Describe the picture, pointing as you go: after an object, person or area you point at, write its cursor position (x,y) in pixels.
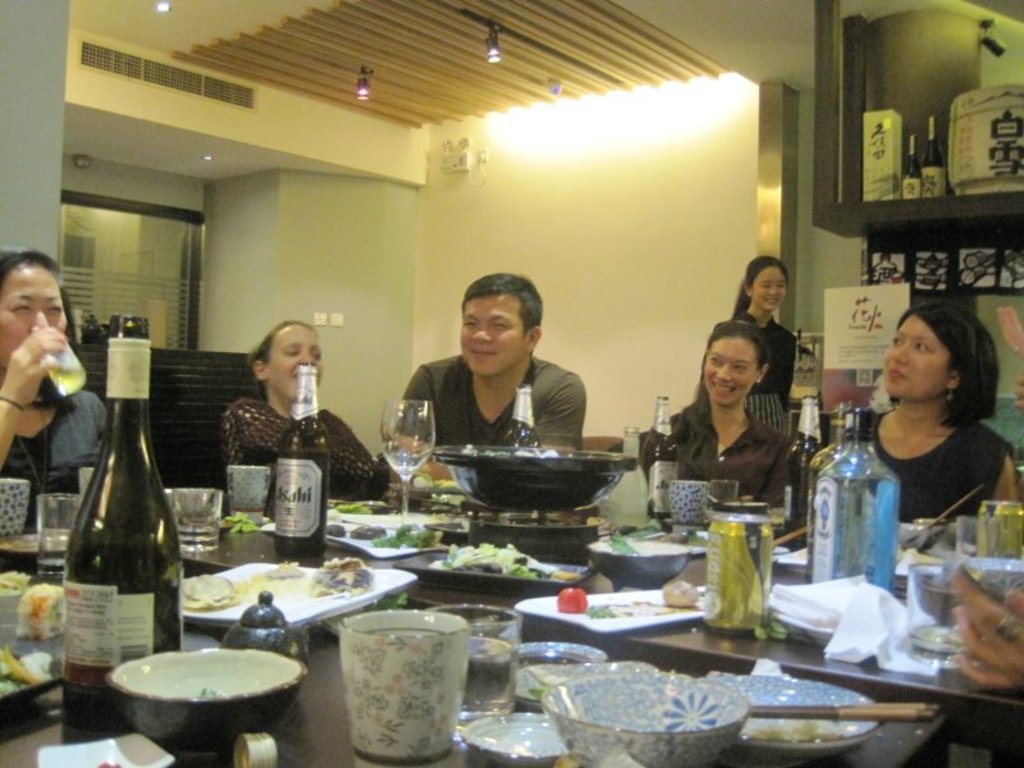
In this image i can see few people (379,482) sitting on chairs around the dining table (180,740), a woman (64,456) on the left corner (66,448) is holding a glass (66,348) in her hand (46,346). On the table (189,636) i can see few bowls (233,672), few plates (531,718), few chopsticks (875,706), few bottles (822,454), few glasses (426,452) and few food items (400,540). In the background (568,274) i can see the wall (580,266), the ceiling (619,16), few switch boards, a woman (762,338) standing and few shelves (905,208) in which there are few bottles (929,180) and few other objects (962,139).
